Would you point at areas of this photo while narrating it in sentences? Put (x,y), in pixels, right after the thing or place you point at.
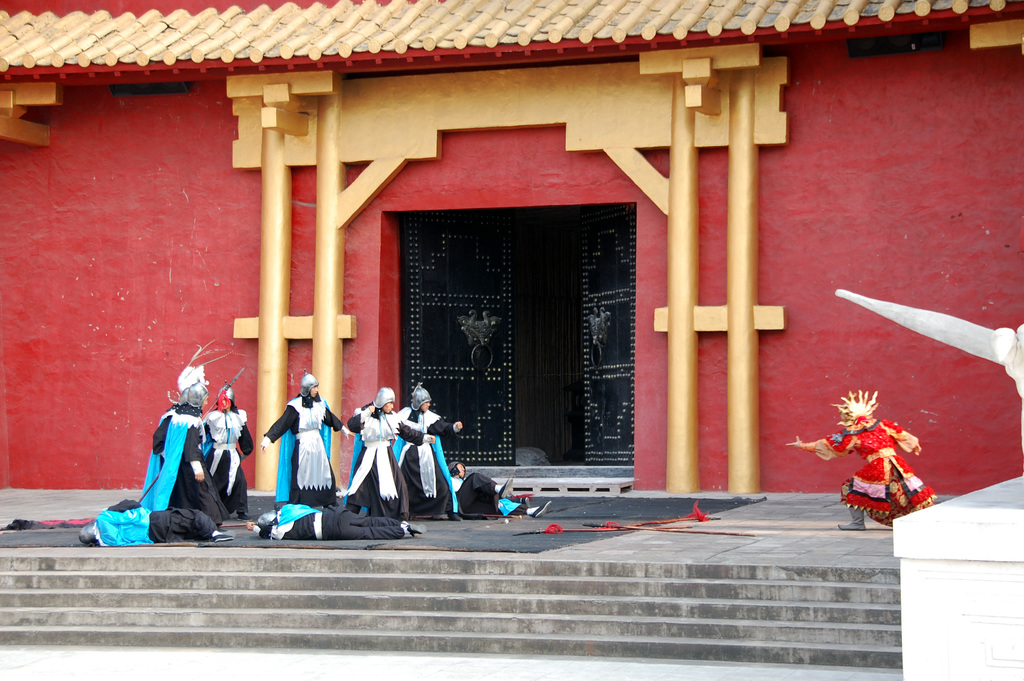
In this image in the center (370,453) there are steps (377,596) and there are persons (221,477) standing and laying on the ground (519,521), In the background (485,336) there is a door (462,354) which is black in colour and there are pillars (692,269) and there is a wall (122,249). On the top (276,42) there is a wooden shelter (324,35). On the right side (912,323) there is an object (966,344) which is white in colour and there is a wall (985,592).
